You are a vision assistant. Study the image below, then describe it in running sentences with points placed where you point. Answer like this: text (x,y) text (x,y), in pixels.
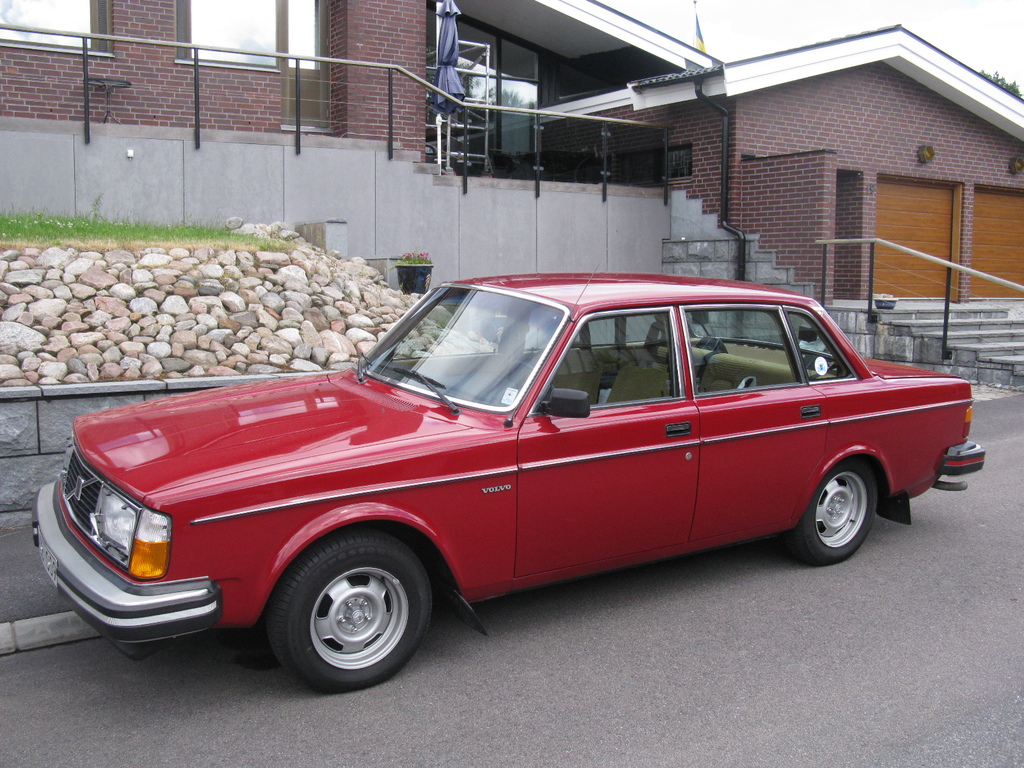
Vehicle (461,468) is on the road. Background (307,74) we can see house (902,131), rods (259,54), steps (970,341), flag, umbrella (448,44), pipe (720,110), rocks (228,250), grass (236,239), plant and tree (1006,86).
